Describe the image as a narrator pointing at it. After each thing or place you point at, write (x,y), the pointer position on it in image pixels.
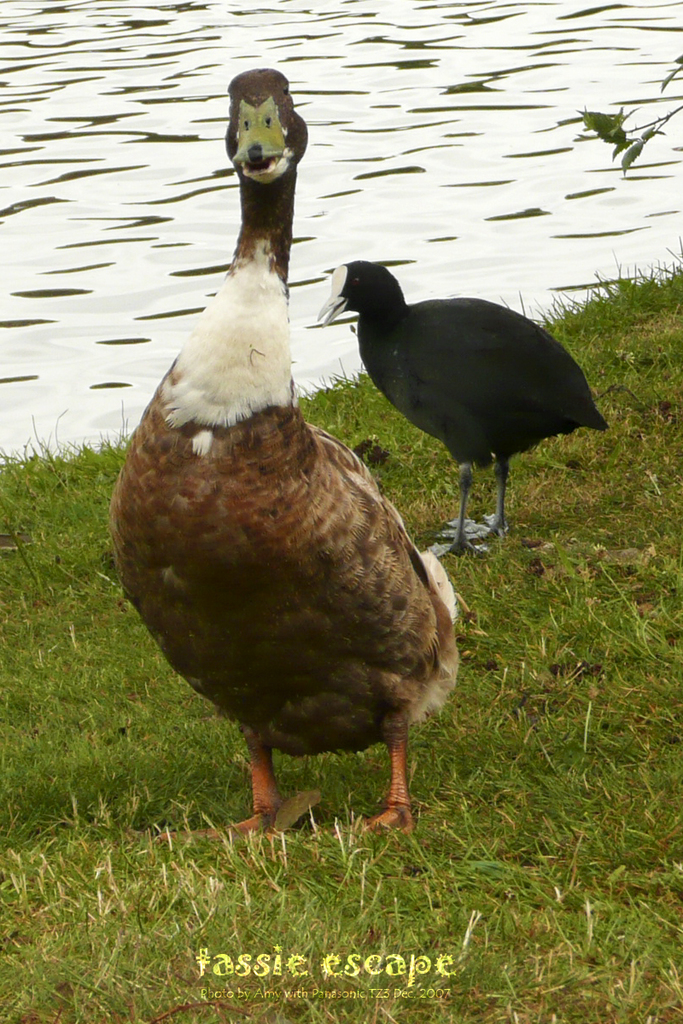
In this picture we can see the water (549,74), birds (364,652) and leaves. At the bottom portion of the picture (543,688) we can see green grass (630,646) and there is something written.
